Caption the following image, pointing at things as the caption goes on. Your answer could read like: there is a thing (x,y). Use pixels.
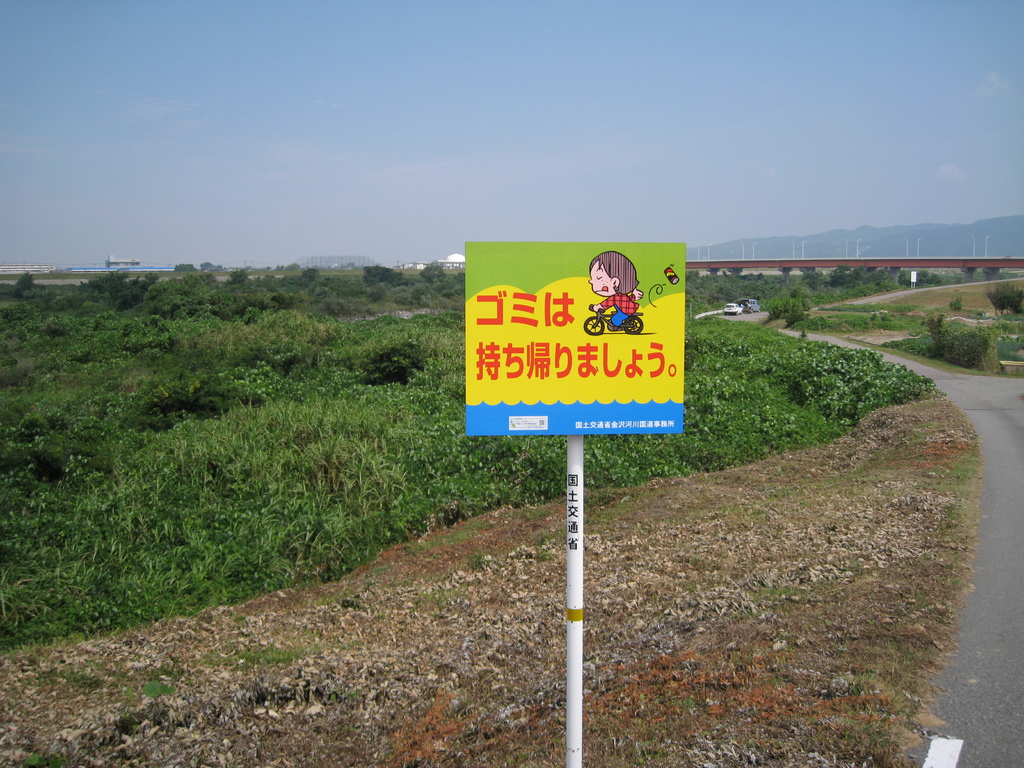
In the image we can see a road (990,426), grass (217,480), bridge (875,265), building (40,270), mountain (910,236), sky (561,156), pole (568,482) and a board (557,401).
